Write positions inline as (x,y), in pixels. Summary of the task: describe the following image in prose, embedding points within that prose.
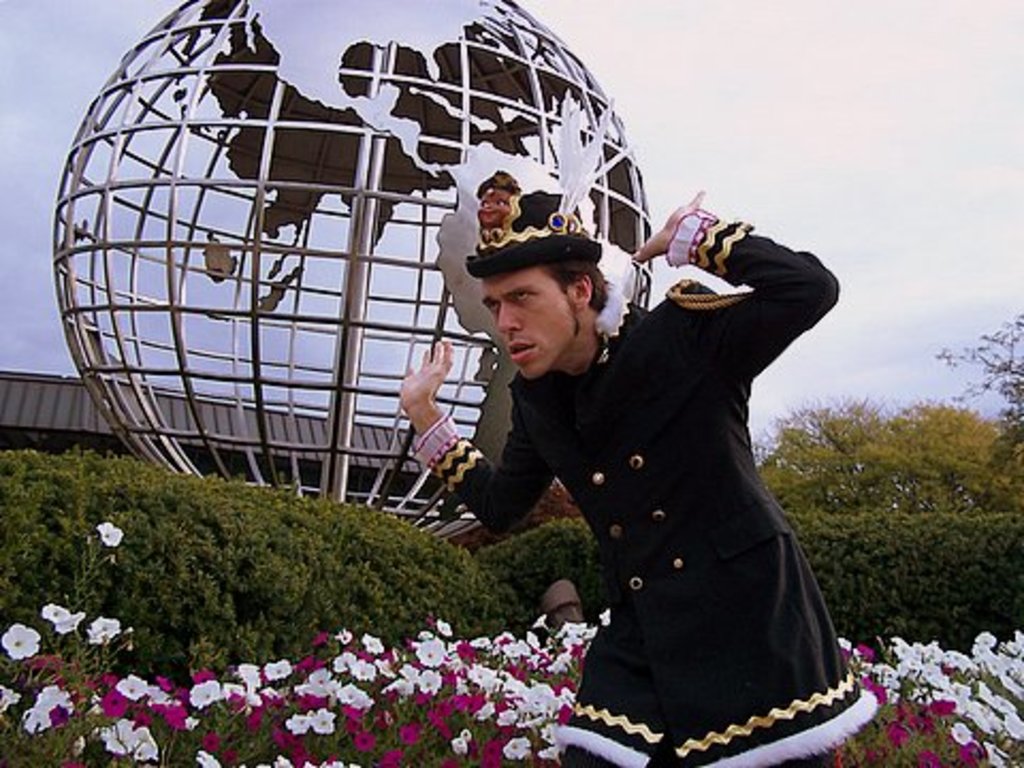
In the image there is a man (611,512) he is giving a different expression and pose, behind him there are flower plants (475,659), trees (877,482) and there is a sculpture (274,385) of a globe (253,164) in the background (351,160).
